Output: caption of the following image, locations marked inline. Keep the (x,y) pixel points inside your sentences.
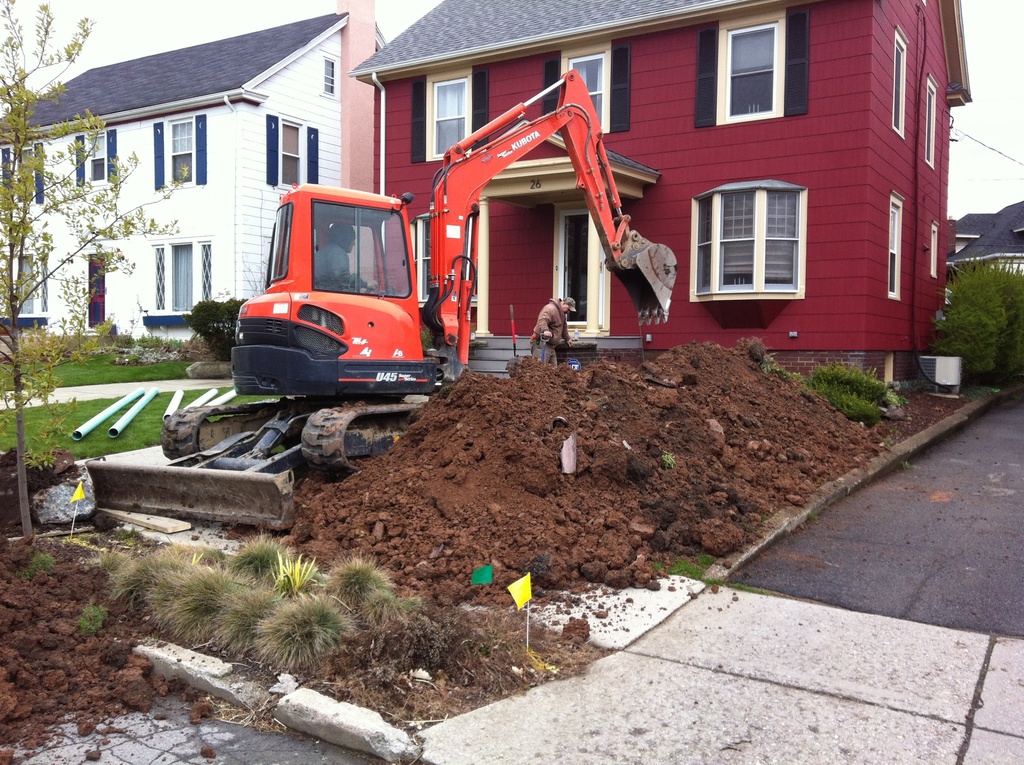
In this picture we can see a person (565,312) standing. There is some soil (555,458) and grass (74,448) on the ground (343,567). We can see few pipes (110,436) on the grass (72,425). There is a crane (594,207) and a person (348,237) is visible in it. There are few buildings (849,81), wires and plants (991,279) is visible in the background (984,328).
